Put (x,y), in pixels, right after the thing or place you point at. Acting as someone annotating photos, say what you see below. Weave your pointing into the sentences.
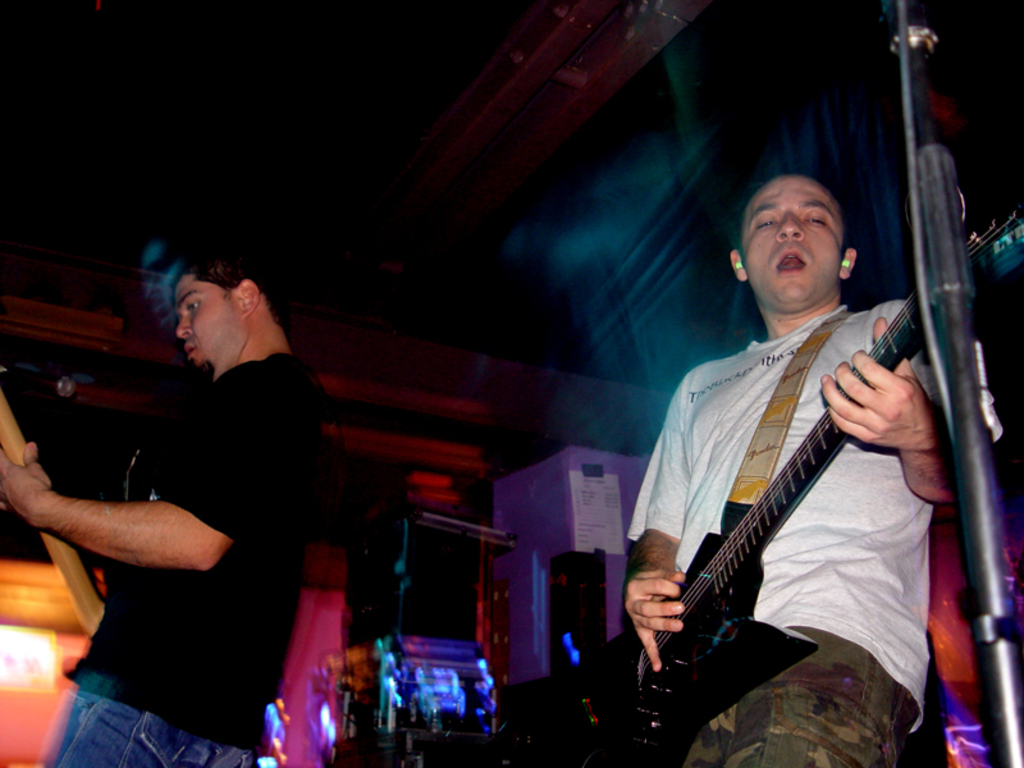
These 2 persons (813,543) are playing guitar (785,514) and singing. This is a mic holder (933,209). This man (255,323) wore black t-shirt (251,490). This man (802,319) wore white t-shirt (726,484). A poster (597,512) on wall (562,507).
